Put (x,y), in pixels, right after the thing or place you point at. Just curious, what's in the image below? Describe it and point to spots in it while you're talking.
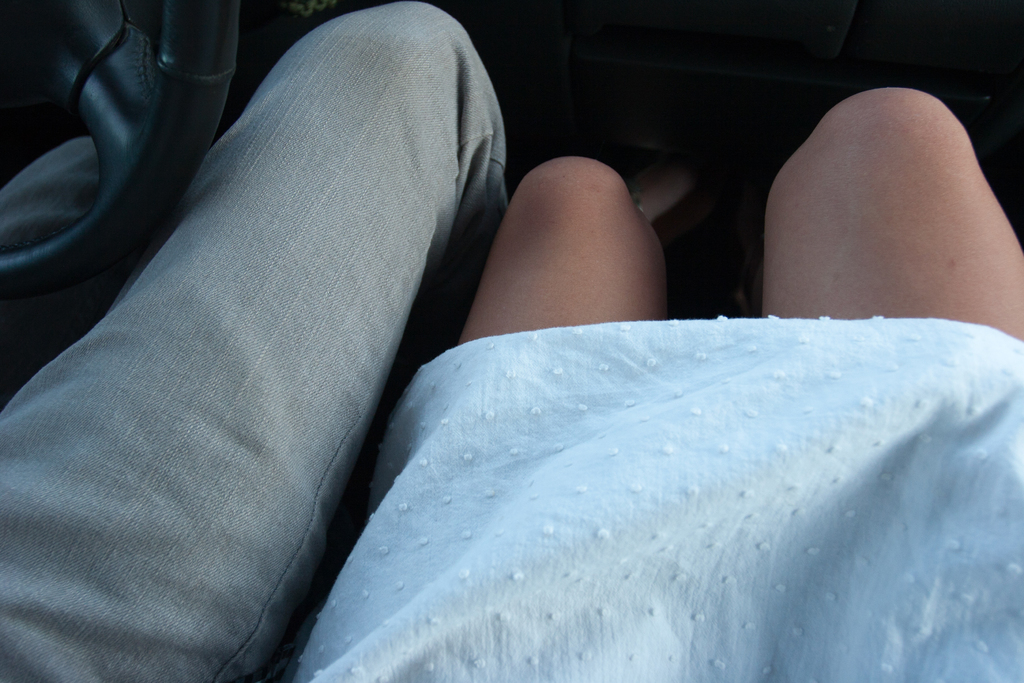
In this image we can see legs (180,384) of two persons (246,353). On the left (128,253) there is a steering (113,160).
